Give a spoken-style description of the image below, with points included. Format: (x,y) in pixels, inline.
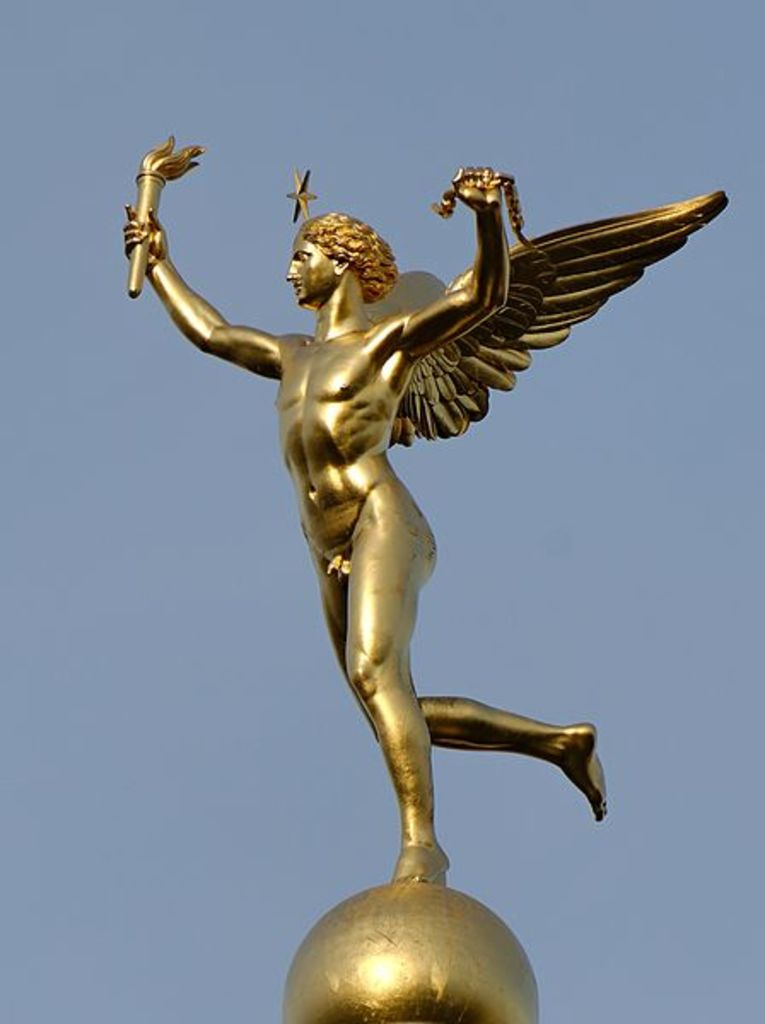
In this image we can see a statue (408,322) and in the background (472,90), we can see the sky (725,181).
